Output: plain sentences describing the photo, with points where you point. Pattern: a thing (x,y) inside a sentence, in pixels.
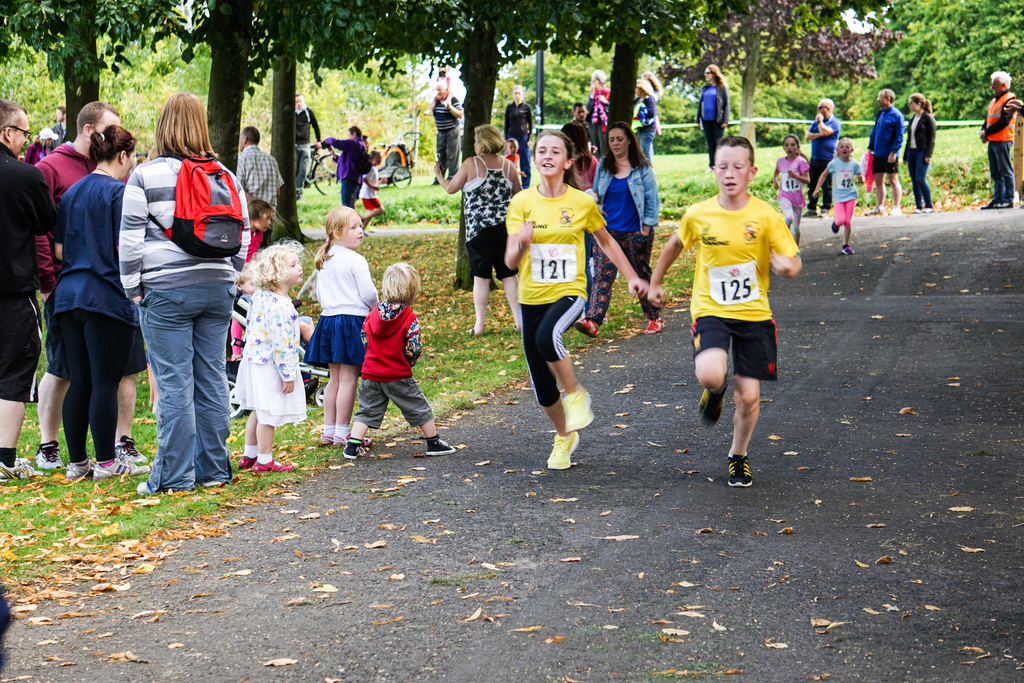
In this picture there is a boy (721,223) who is wearing yellow t-shirt (721,236), short (768,359) and shoe (733,481), beside him we can see a girl (580,294) who is also wearing the same dress (549,297). On the left (167,129) we can see group of person (269,216) standing on the grass (63,512). Here we can see three kids (263,334). In the back (834,192) there are two girls (799,198) who are running on the road (830,262). Here we can see a bicycle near to the pole (414,155). On the top (945,18) we can see many trees (828,94). Here it's a sky (460,84).
